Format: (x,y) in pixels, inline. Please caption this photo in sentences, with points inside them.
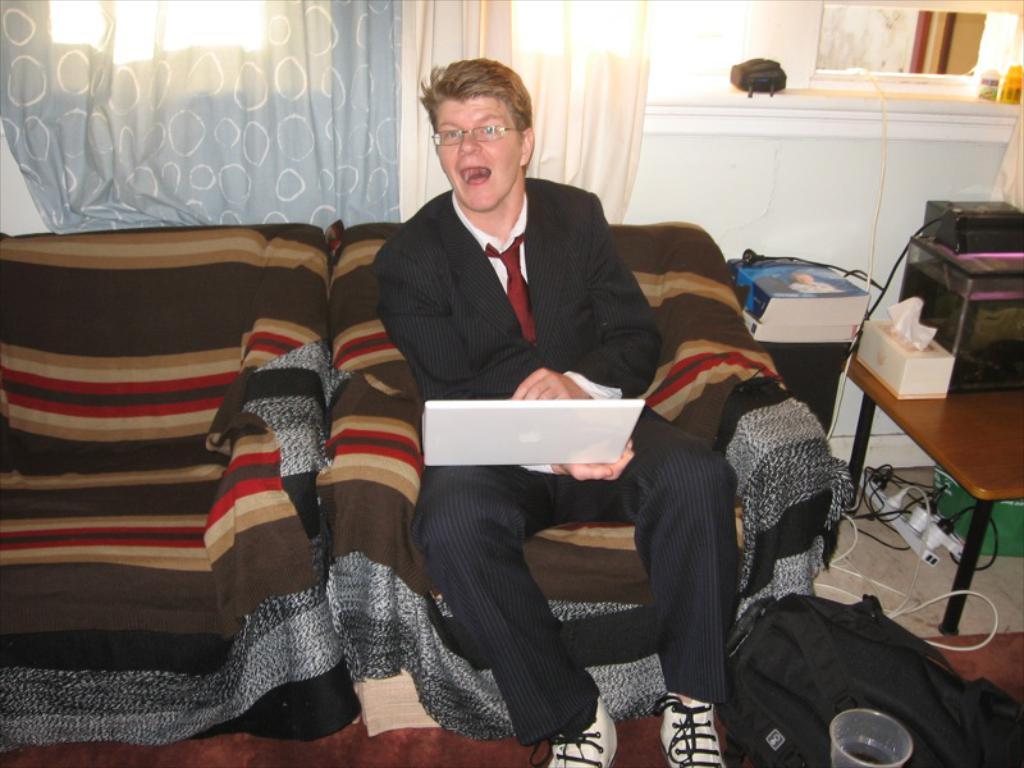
This is the picture of a room (285,477). In this image there is a person (475,101) sitting on the sofa (778,459) and he is holding the laptop (485,429). On the left side of the image (266,496) there are sofas (44,493). On the right side of the image (914,387) there are devices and there is a box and book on the table (977,431). At the bottom (355,767) there is a mat (531,753) and there is a bag (976,731) and glass (836,752) and there is a board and there are wires (895,616). At the back (1019,43) there is a window (979,36) and there are curtains (69,26) and there are objects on the wall (781,235).
